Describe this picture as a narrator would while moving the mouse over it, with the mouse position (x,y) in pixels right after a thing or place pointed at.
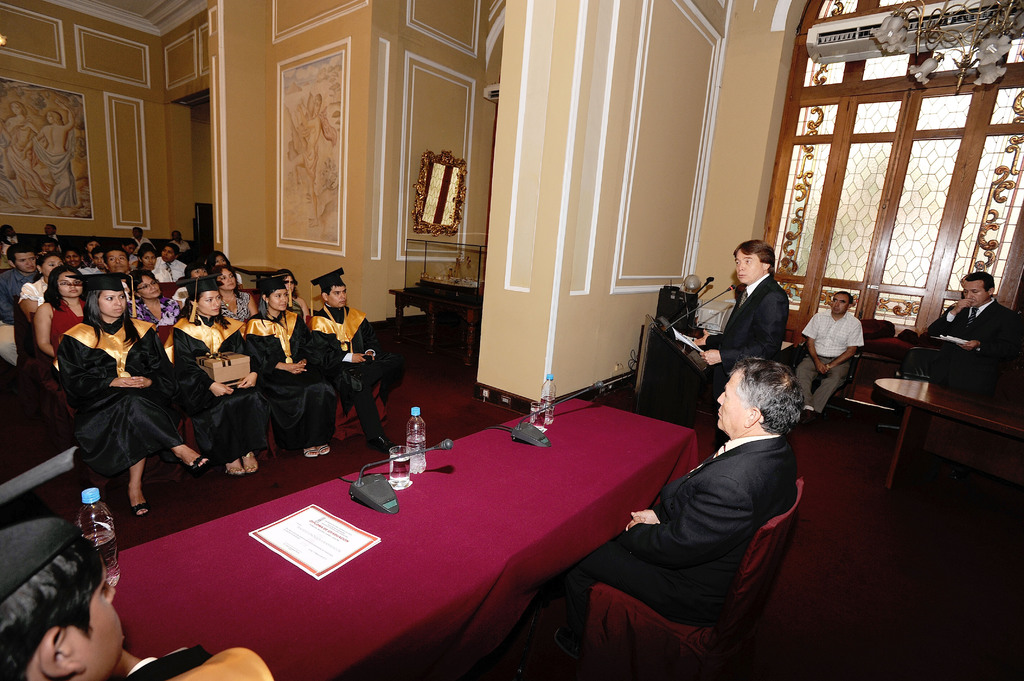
A man (737,256) is standing and speaking at a podium (693,386). There are some people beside him. Two people (200,651) are sitting at table (447,517) beside him. There are some mic (521,428), water bottles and glasses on the table (486,445). There are some people (77,351) sitting and listening to him. The hall (630,291) is beautiful with paintings (41,149) on the wall (279,128). There is a chandelier (884,38) on top (903,39).
